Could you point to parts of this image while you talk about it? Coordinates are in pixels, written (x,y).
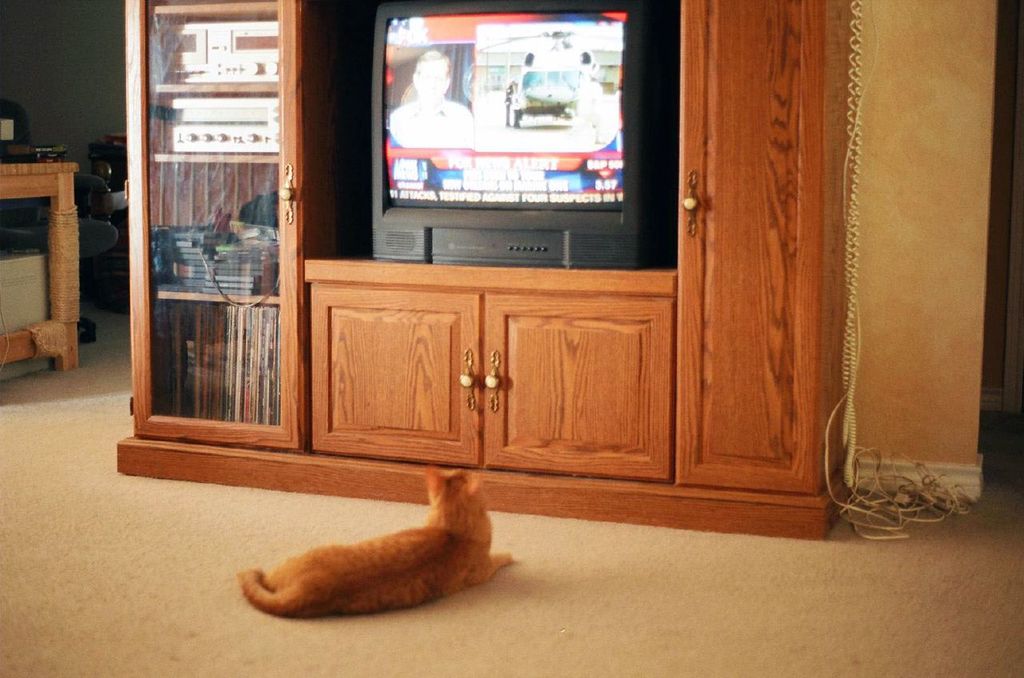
In this image we can see a cat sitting in front of a cupboard (778,455) which consist of books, television (376,220) and a few other objects (208,248), on the top left corner of the image (104,210) there is a chair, a table (71,174), books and some other objects (96,153).
